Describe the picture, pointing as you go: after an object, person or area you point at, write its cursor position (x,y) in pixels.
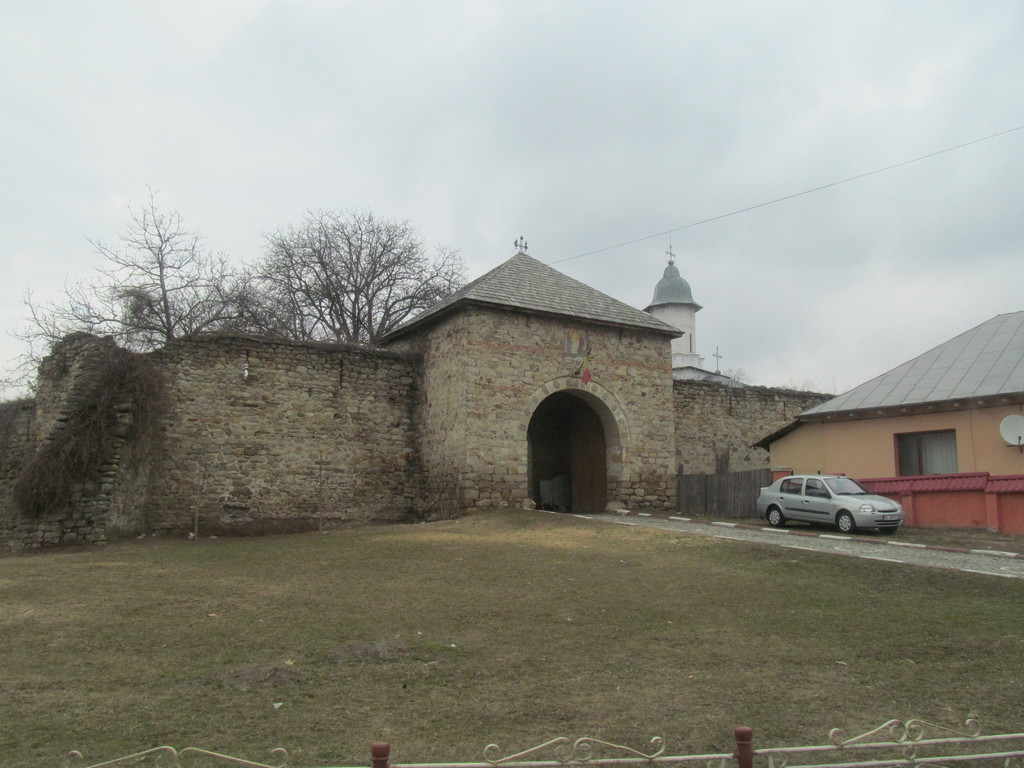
In this image, I can see the buildings (642,410) and a car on the road (954,555). At the bottom of the image (199,749), I can see the iron grilles (746,751) and the grass (440,659). In the background (383,262), there are trees (388,246) and the sky (463,147).
